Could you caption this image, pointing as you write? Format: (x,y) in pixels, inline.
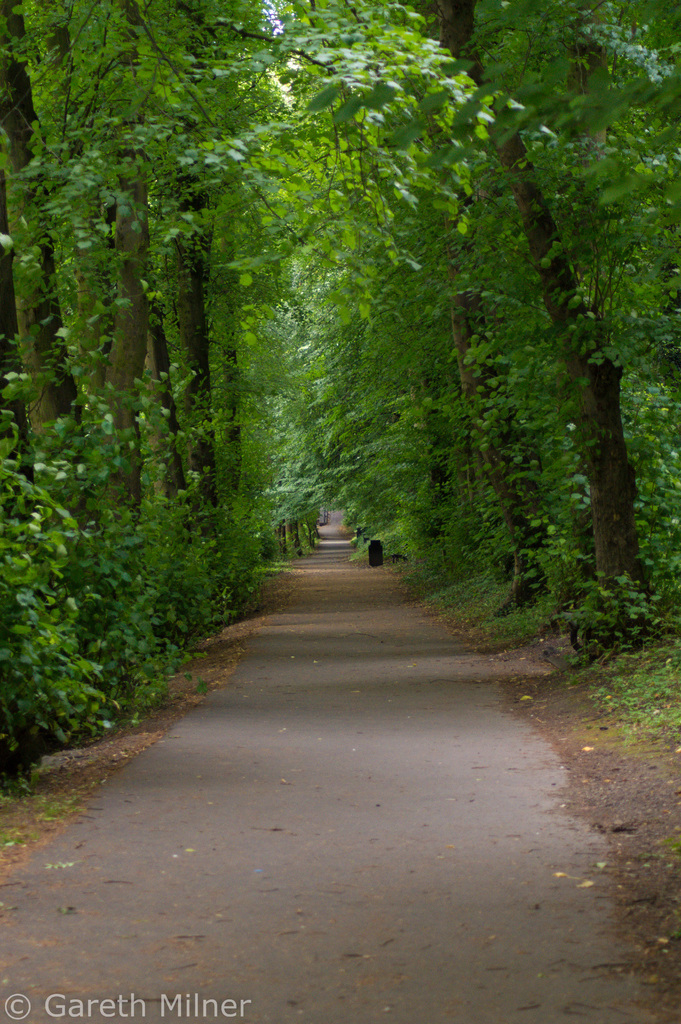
In this picture we can see a path (138,902). There are few trees (201,475) on both sides of the path (336,617). We can see few leaves (317,662) on this path (509,996).
